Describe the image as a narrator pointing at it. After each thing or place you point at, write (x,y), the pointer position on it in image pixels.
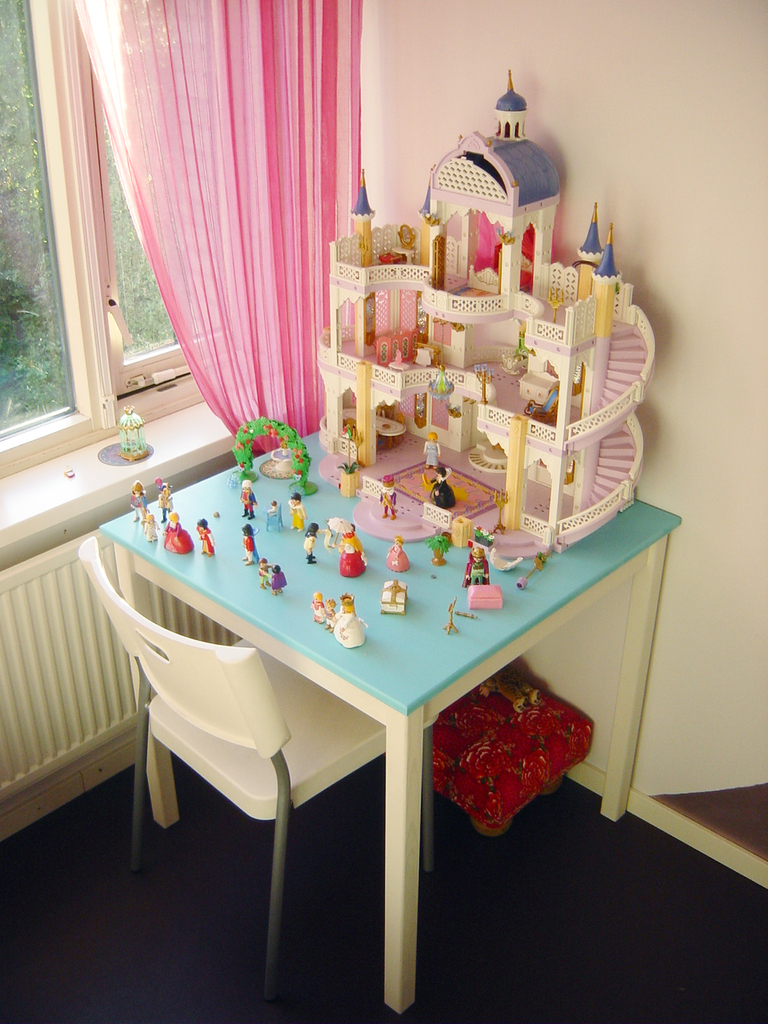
There is a table (412,629). On the table (380,589) there are toys (450,389). This is chair (200,709). Here we can see a window (78,232) and this is curtain (194,170). There is a wall (693,416) and this is floor (182,948).
